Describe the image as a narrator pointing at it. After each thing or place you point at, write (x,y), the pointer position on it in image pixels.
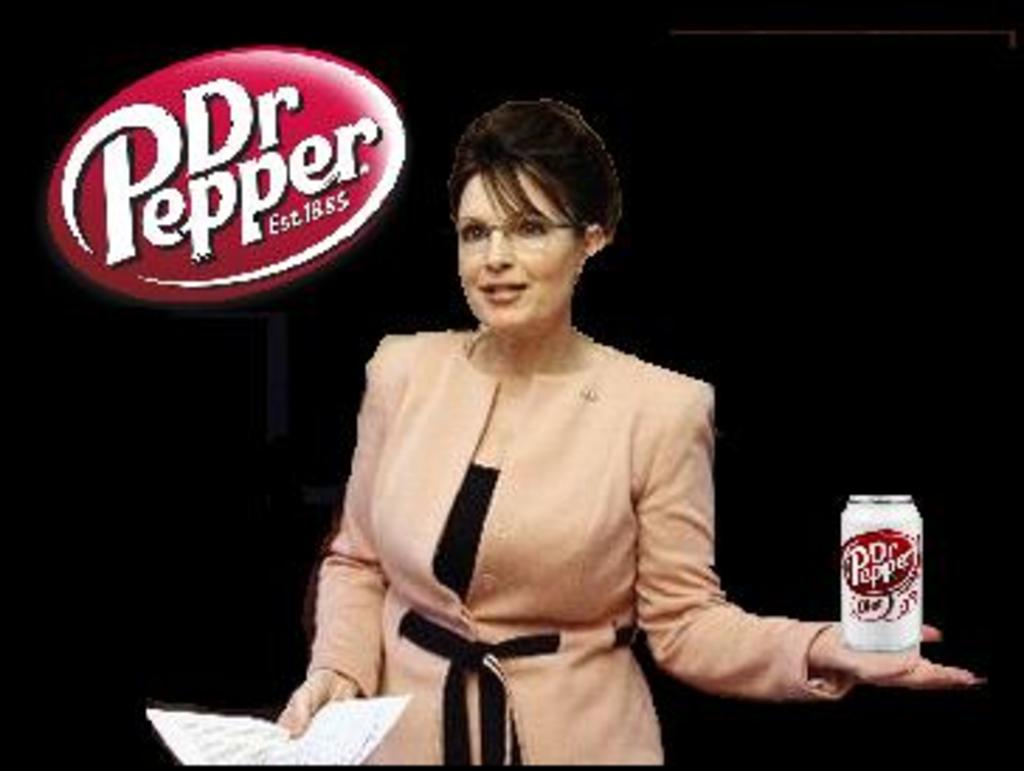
This is an edited image, we can see there is a woman (470,547) holding a paper (244,732) and a can (898,627). Behind the woman (600,404) there is a dark background (879,312) and on the image there is a logo (226,189).
